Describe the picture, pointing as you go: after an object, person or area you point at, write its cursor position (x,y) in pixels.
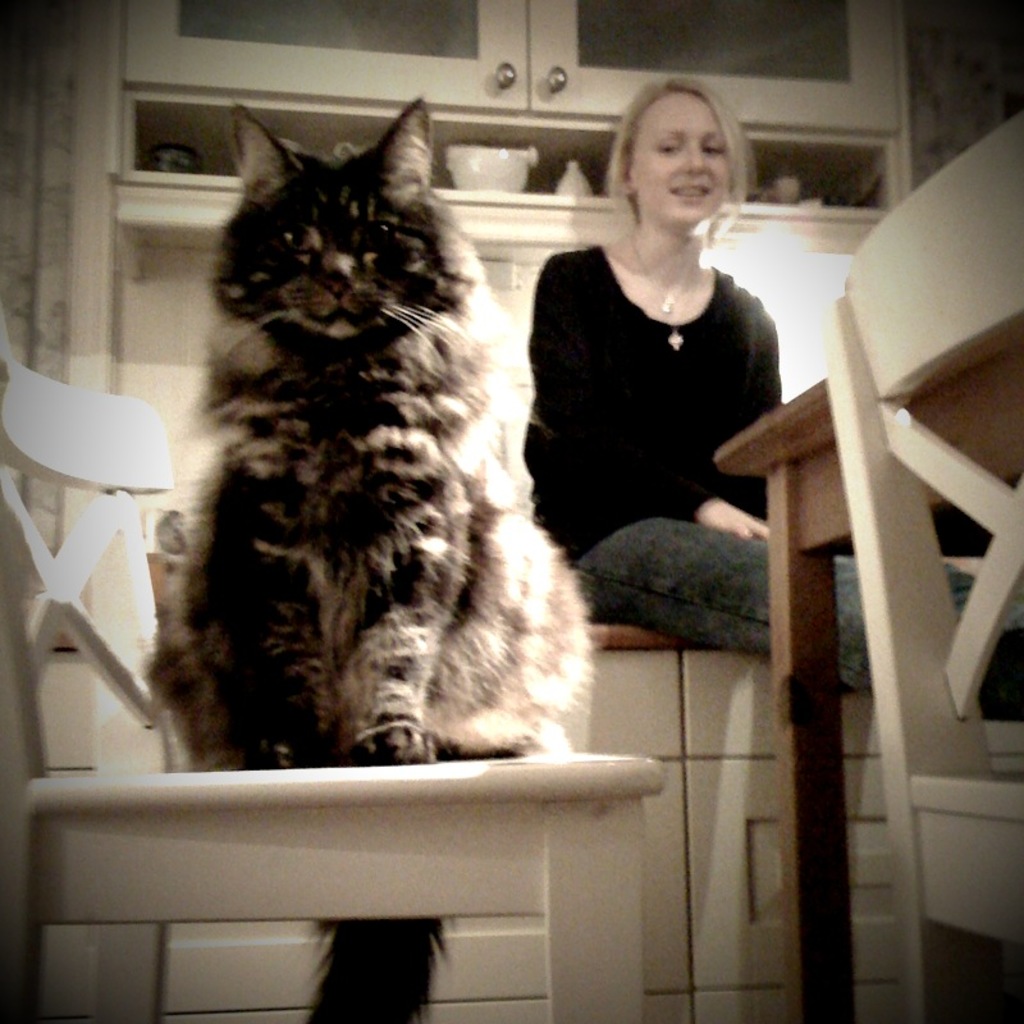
In this image I can see the cat (394,601) on the chair (374,854). The cat (301,617) is in white and black color. To the side I can see the person (564,413) sitting on the countertop (633,638). And the person (627,471) is wearing the black color dress (627,499). In the back (452,152) I can see the cupboard (126,214) and the bowls (463,167) inside it.
